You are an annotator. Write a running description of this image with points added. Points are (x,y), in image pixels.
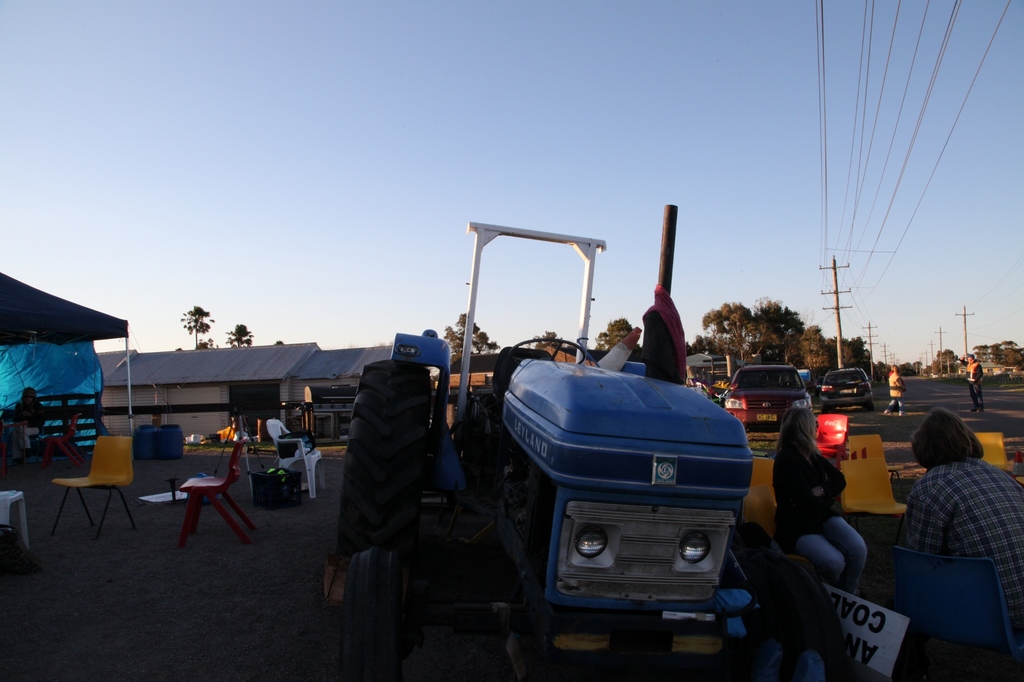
This picture is clicked outside the city. On the right bottom of the picture (837,538), we see two people (985,497) sitting on chair (925,594). Beside them, we see a blue tractor (688,503) and behind them, we see two cars (802,400) and beside the cars (862,387), we see two people (969,354) walking on road (952,405) and we even see electric poles (836,274). Behind the poles (836,310), we see trees (761,339). On the left corner of the picture (21,294), we see blue tent (61,366) under which we have a bench (55,413) and behind that, we see a house (195,384) with grey roof (259,379).
